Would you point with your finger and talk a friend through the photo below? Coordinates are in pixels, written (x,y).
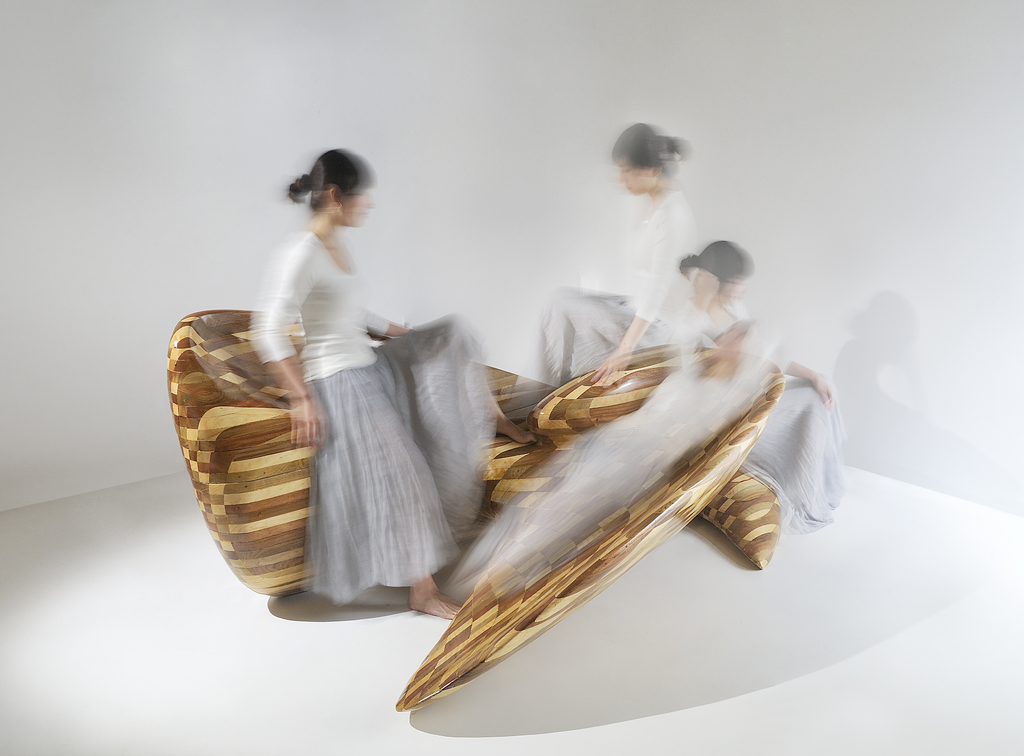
In this image we can see people (380,528) are sitting on a wooden chair (503,569). Here we can see floor (92,619). In the background (842,178) there is a wall (816,199).
